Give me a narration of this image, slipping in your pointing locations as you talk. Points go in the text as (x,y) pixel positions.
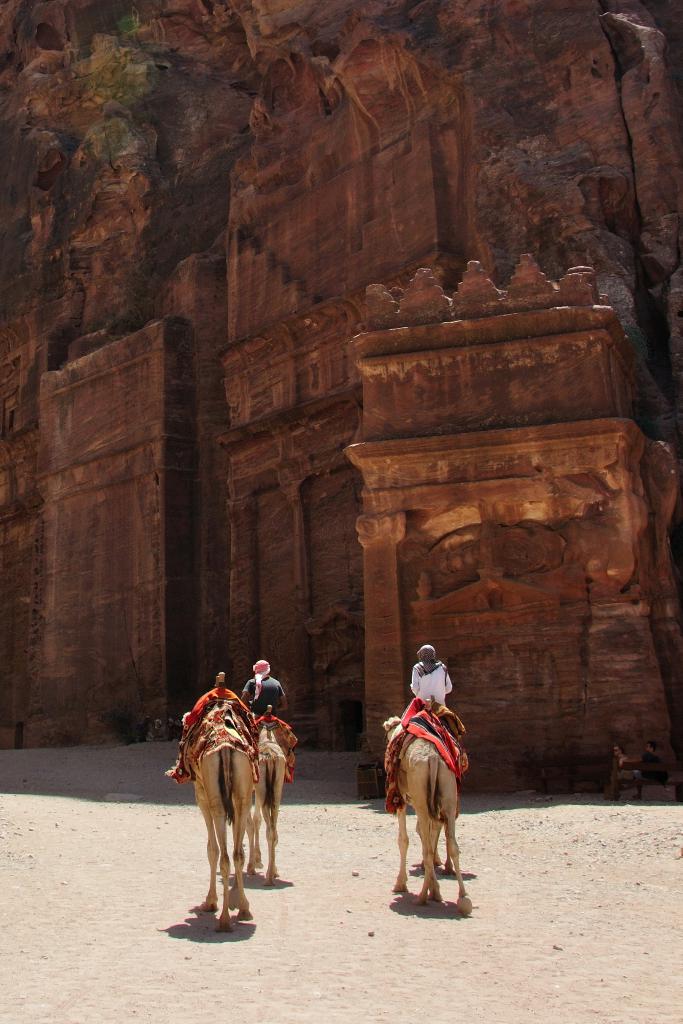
In this image we can see three camels (250,864), there are two persons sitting on the two camels (281,775), in front of them we can see a building (374,464).
